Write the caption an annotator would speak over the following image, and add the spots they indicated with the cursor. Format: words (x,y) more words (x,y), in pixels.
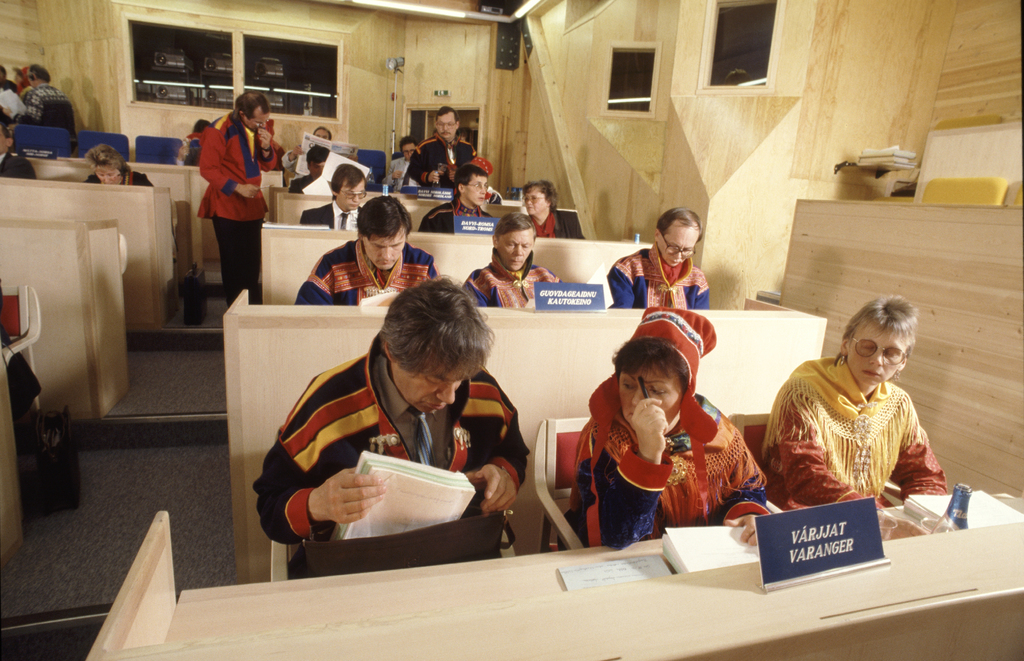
In this image i can see there are group of people (491,451) are sitting on a chair (568,450) in front of a desk (555,353). I can also see there is a man (247,228) who is standing on a floor (213,312).
